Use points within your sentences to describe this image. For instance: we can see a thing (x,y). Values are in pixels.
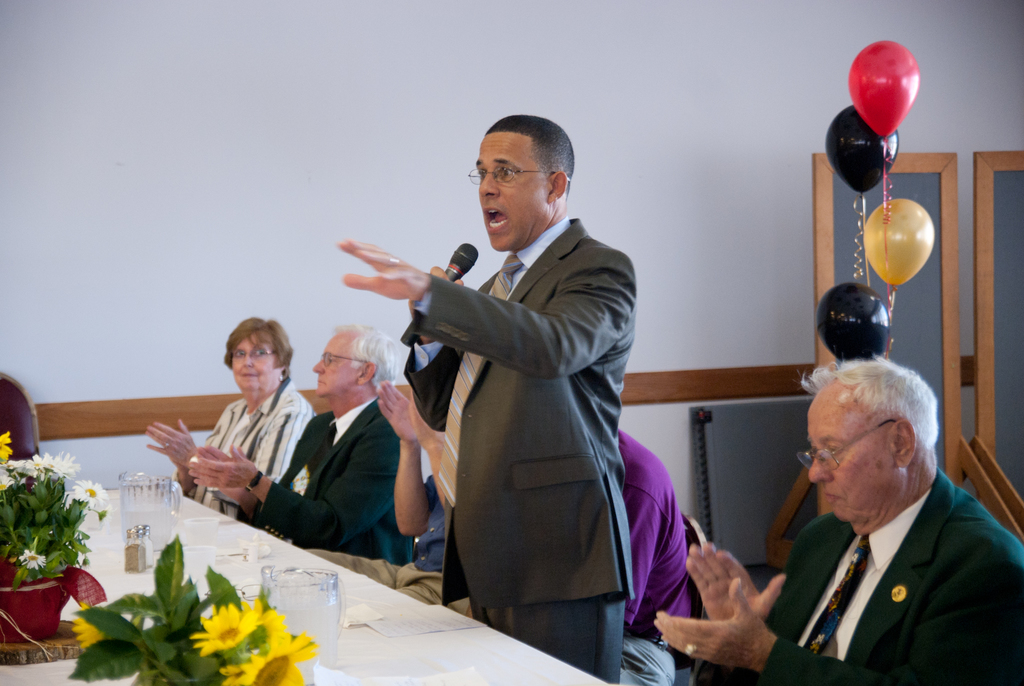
This picture is taken inside the room (796,337). In this image, on the right side (951,648), we can see a man (940,585) sitting on the chair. In the middle of the image (593,261), we can see a person (605,339) standing and holding a microphone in his hand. In the middle of the image (624,451), we can see a group of people (210,504) sitting on the chair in front of the table (495,675), on the table (482,667), we can see a white colored cloth (445,648), papers (419,630), jar (288,595), flower pot (85,590), plants (62,524) with some flowers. On the left side (15,417), we can see a chair (22,395). On the right side (956,290), we can see two wood frames (994,276), balloons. In the background (702,59), we can see a wall (693,97).
